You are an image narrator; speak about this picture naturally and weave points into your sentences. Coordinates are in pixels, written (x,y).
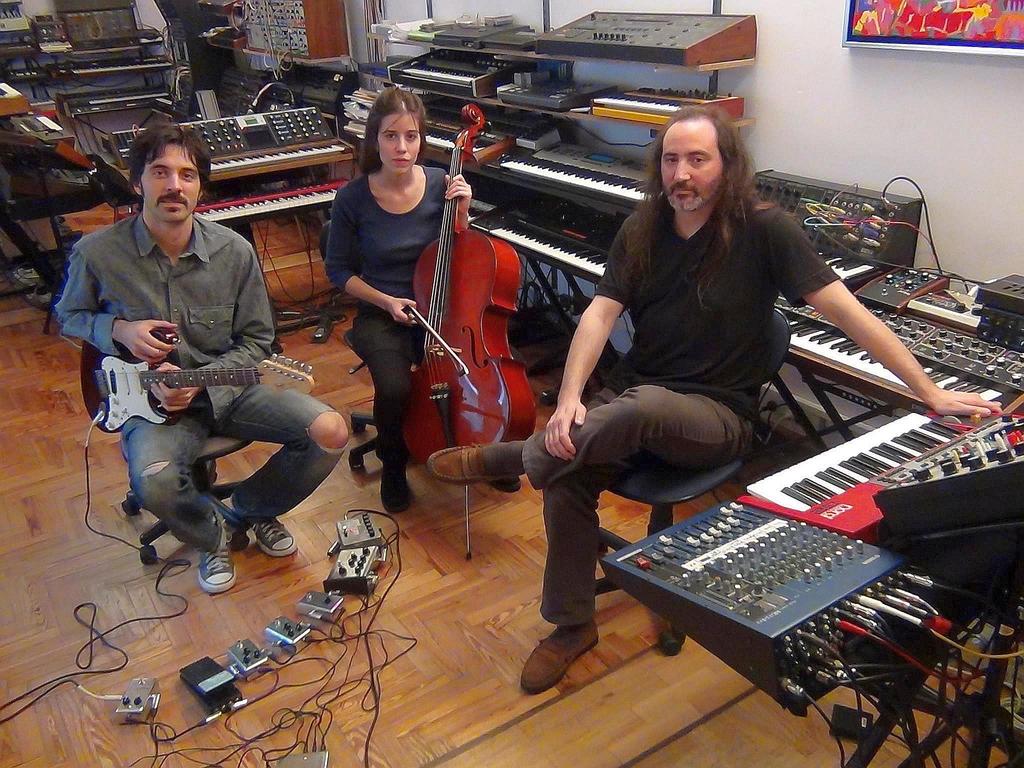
One person (238,263) is sitting on the chair (209,451) and holding a guitar (138,384). Next to him one lady (394,271) is sitting and holding a cello (455,319). And on another chair (627,483) another person (680,311) is sitting. In this room (657,461) there is pianos (954,362) keyboards (643,111) are kept. On the wall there is a photo frame (930,9). In the background (265,73) there is some musical instruments (57,152).
